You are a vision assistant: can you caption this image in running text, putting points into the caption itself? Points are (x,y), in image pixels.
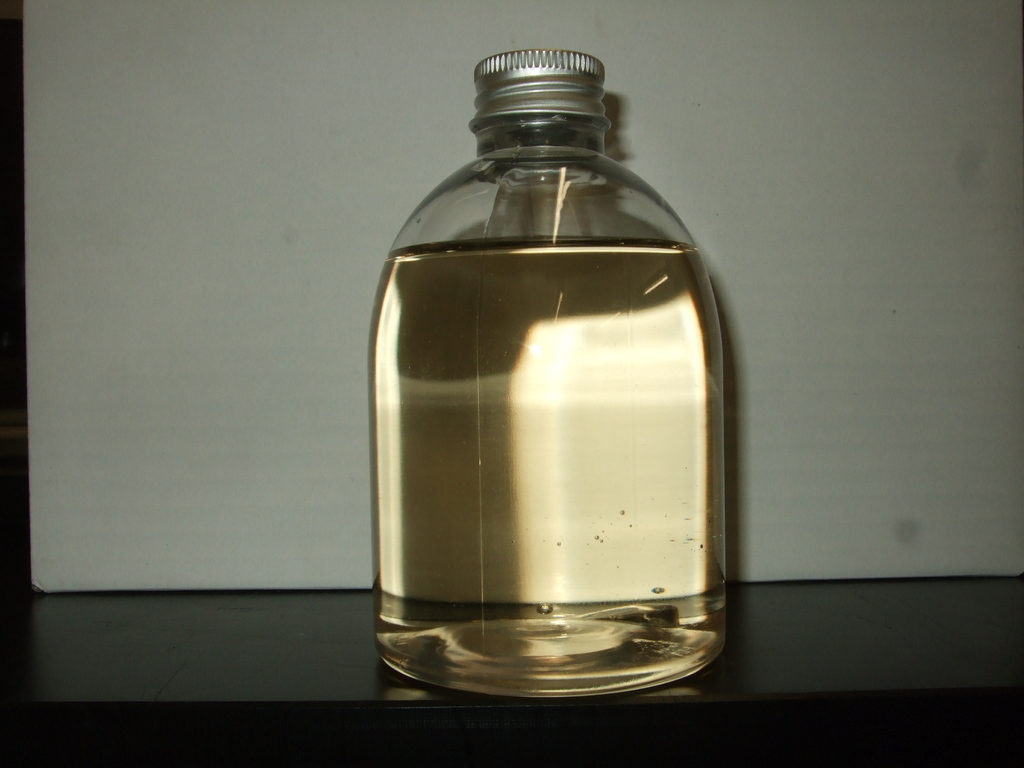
In the image we see there is a bottle (697,422) in which there is a solution (543,528).
